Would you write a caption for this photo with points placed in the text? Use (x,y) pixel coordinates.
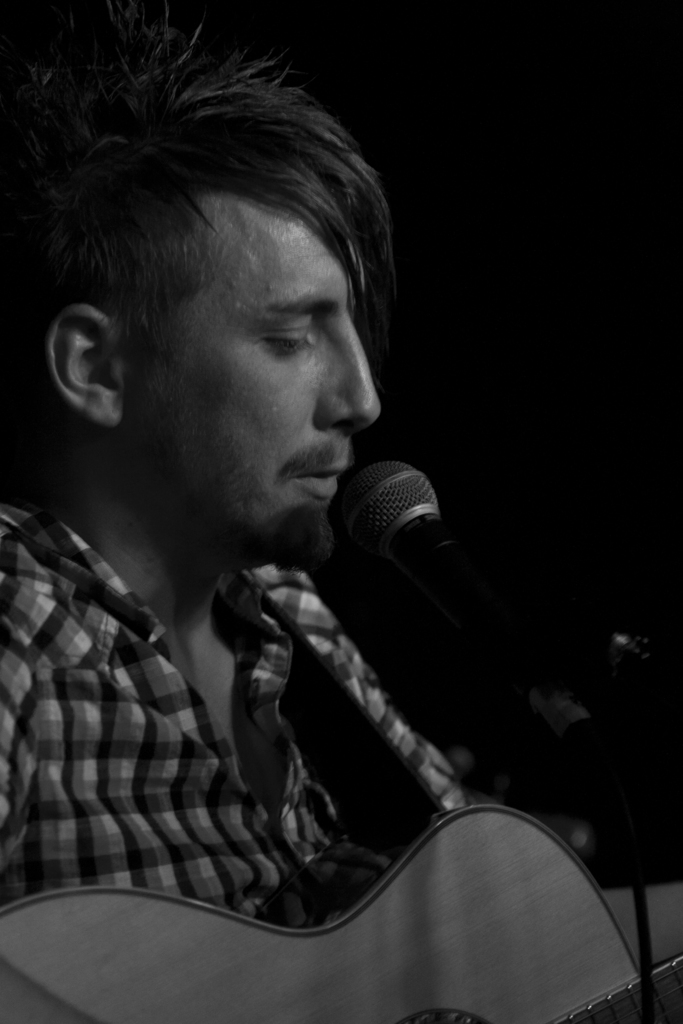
The person (298,804) is playing guitar (523,966) and singing in front of a mic (464,559).
